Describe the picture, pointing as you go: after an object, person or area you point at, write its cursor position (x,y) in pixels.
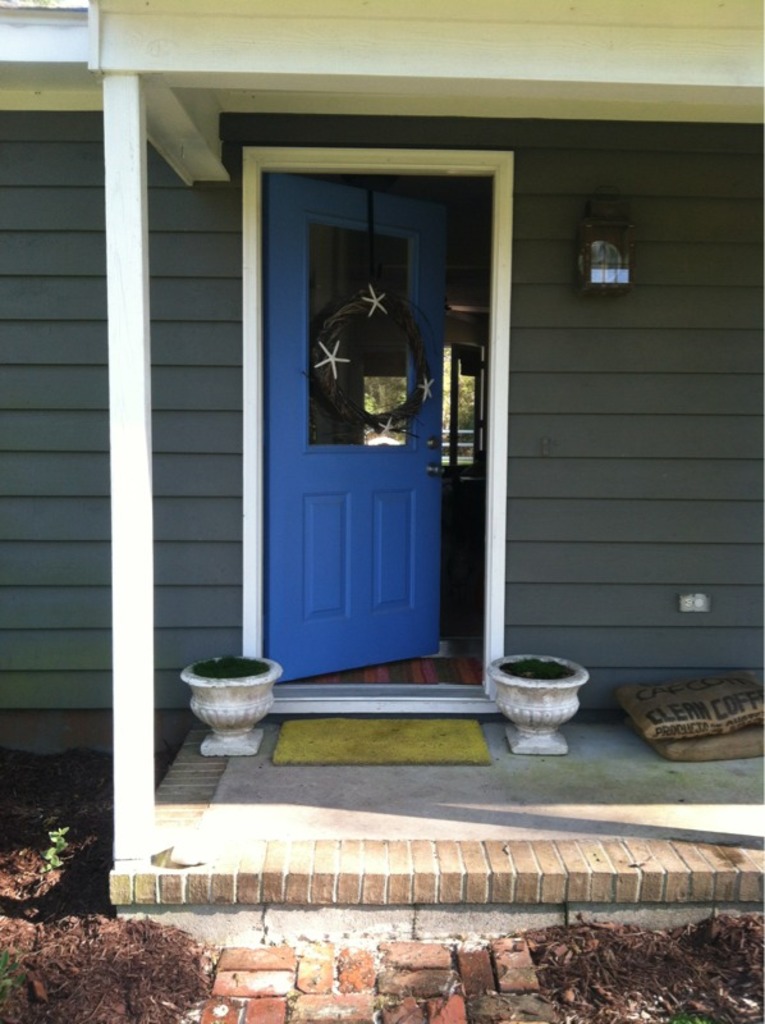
In this image there is a entrance (397,696) of a house (214,764) there are two pot (212,752) and a door (366,646) beside the pot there are two bags (717,737).
